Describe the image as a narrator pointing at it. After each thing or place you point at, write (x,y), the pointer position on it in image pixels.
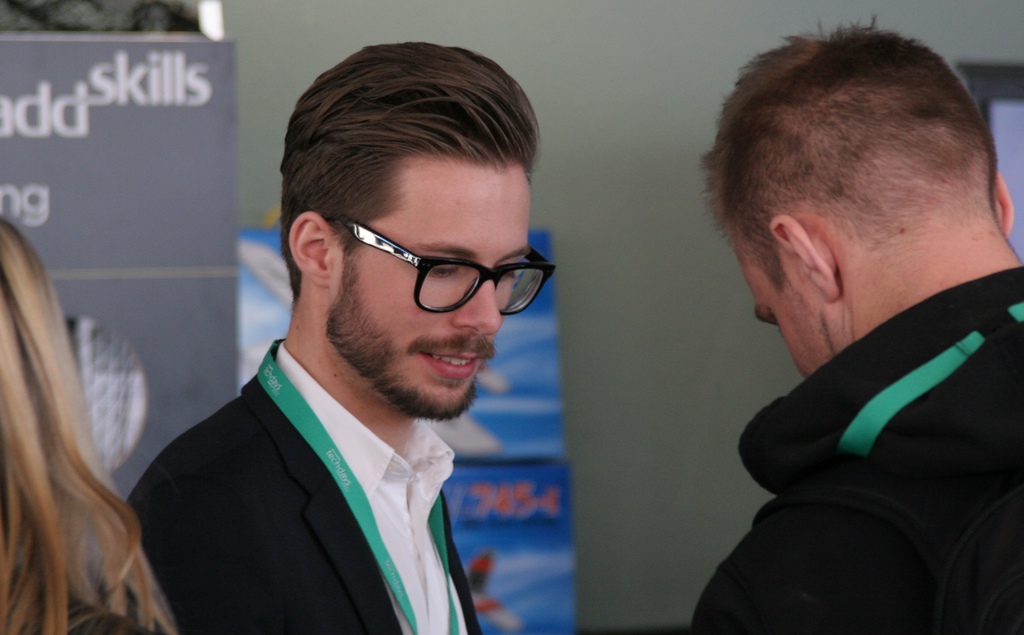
In this image we can see two persons (232,609) and on the left side (77,395) we can see the hair (72,397) of a person (69,451). In the background (170,298) there are hoardings (125,295) and wall (623,228).
